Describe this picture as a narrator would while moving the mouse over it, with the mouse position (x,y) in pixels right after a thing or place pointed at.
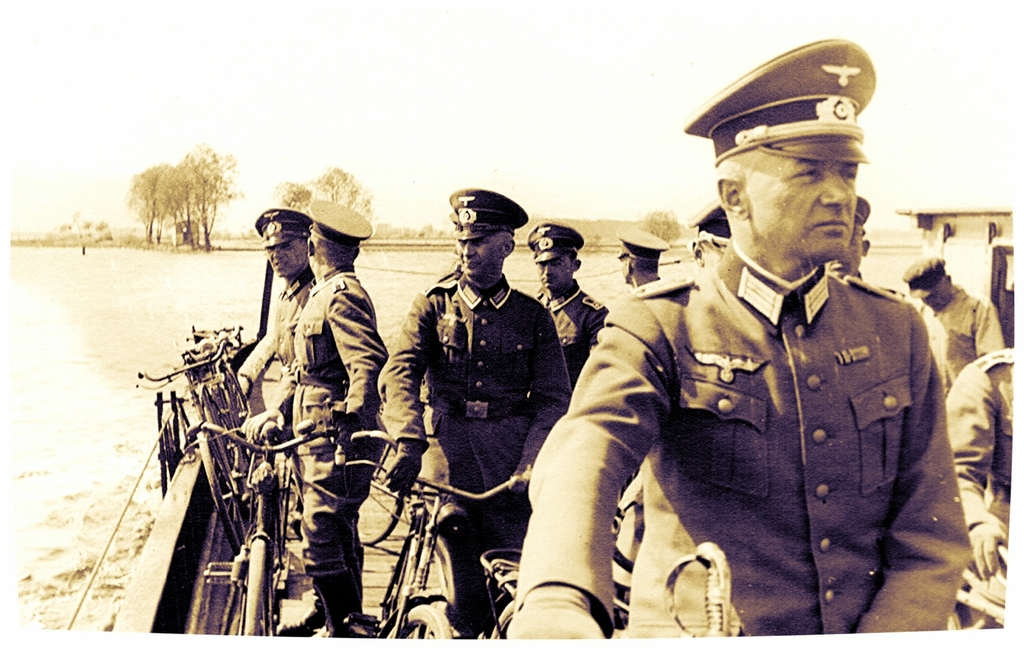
In this image we can see men (408,438) standing on the wooden surface (204,483) with the bicycles (290,488) in their hands (256,431). In the background (173,300) we can see water (189,303), trees (204,207) and sky (448,73).
